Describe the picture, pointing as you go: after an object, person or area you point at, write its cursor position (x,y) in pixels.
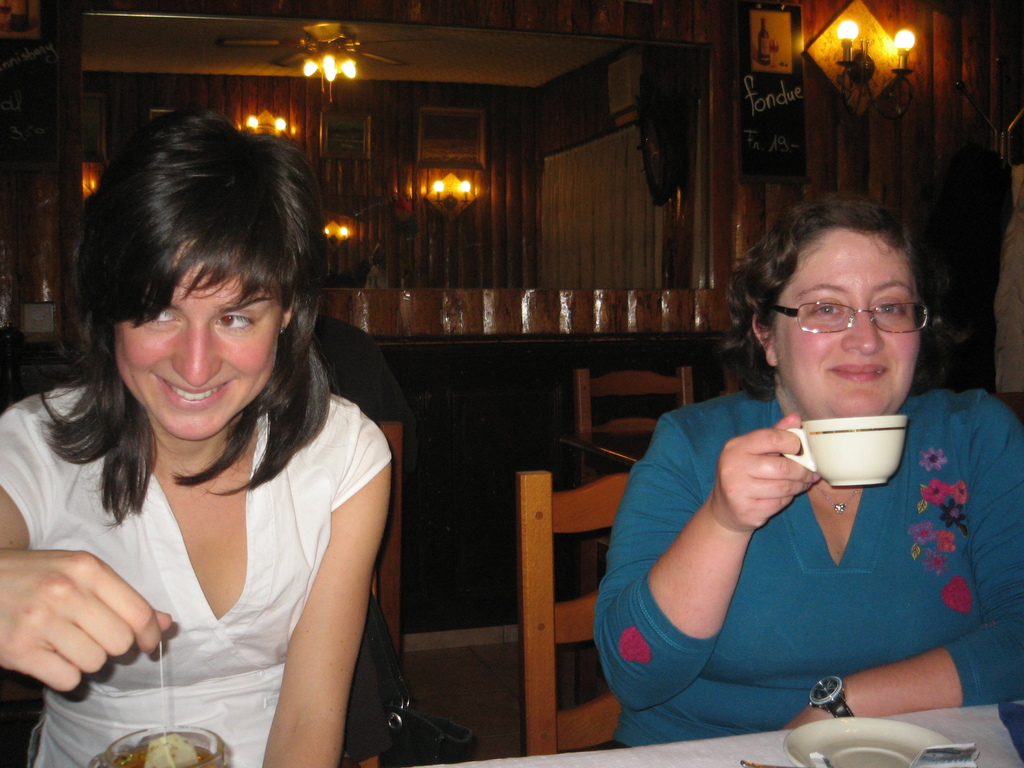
Here we can see a woman (309,358) is sitting on the chair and she is smiling, and in front her is the table (693,759) and tea cup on it and some other objects (831,730) on it, and at beside a woman (890,699) is sitting and drinking some liquid (839,453) and here are the lights (461,185).
